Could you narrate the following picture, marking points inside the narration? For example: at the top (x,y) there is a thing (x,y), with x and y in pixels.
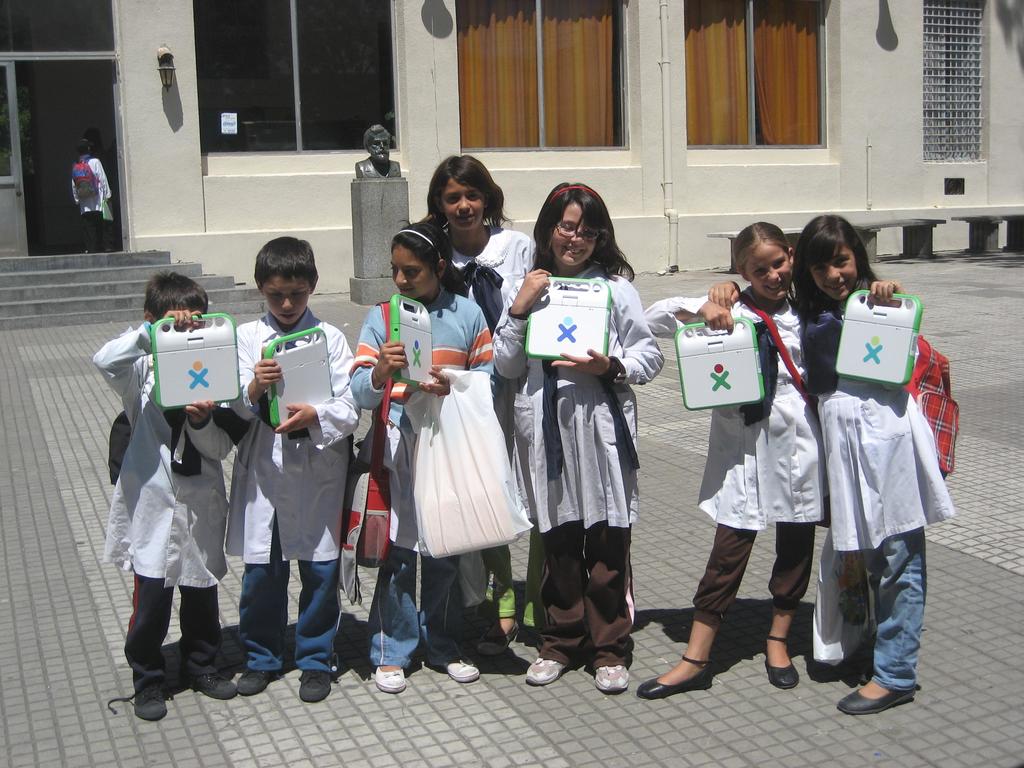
In this image, there are a few people (790,442). Among them, some people (533,408) are holding objects (847,363). We can see the ground (344,767). We can see the wall (804,194) with some windows (496,107) and curtains (528,60). We can also see a statue (371,163). We can see some glass (99,6) and stairs (109,316).
